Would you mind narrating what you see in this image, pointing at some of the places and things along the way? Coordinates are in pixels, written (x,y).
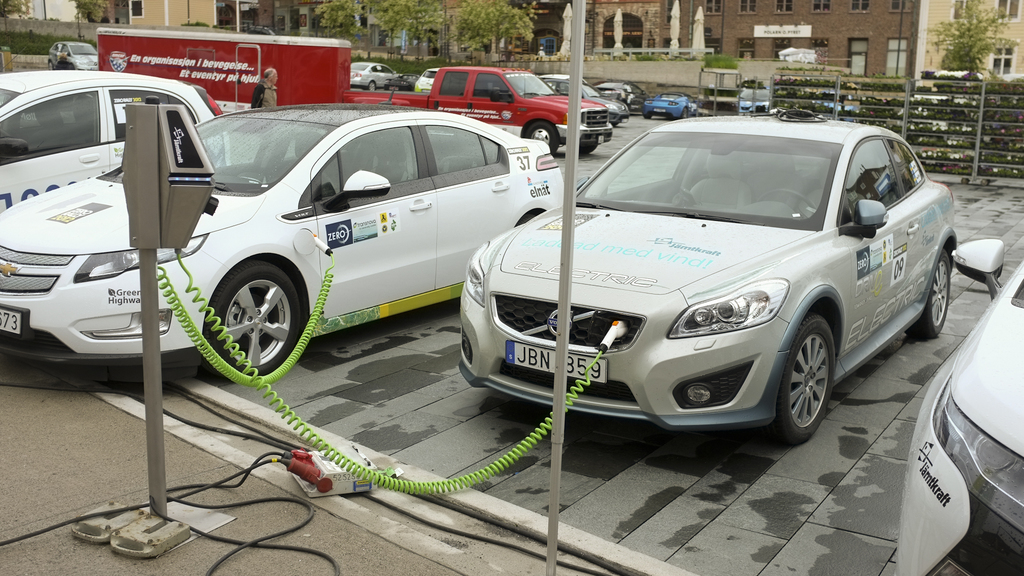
In this image there are vehicle (738,271) in a parking area (349,419) and they are plugged in charging, in the background (242,109) there are vehicles (586,105) on a road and there are trees (351,25) and buildings (935,40).
